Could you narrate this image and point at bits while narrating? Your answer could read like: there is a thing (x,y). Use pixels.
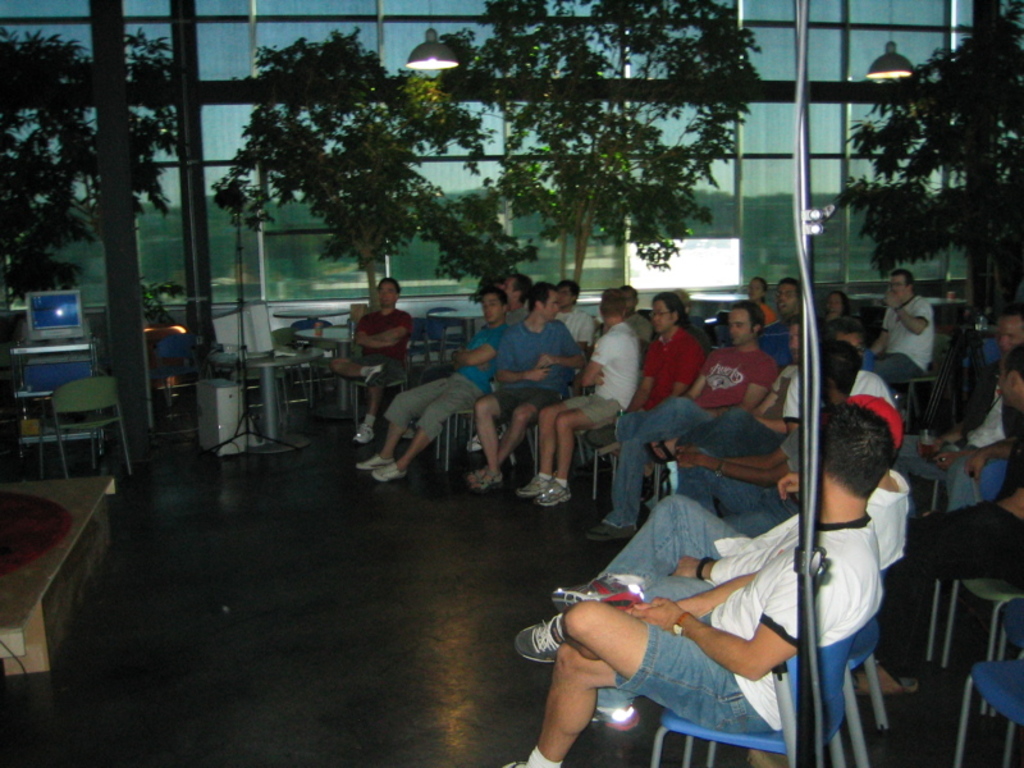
In this image we can see some persons (697,407) sitting on chairs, on left side of the image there are computers (66,326) and in the background of the image (385,155) there are some trees (1017,208), glass wall (449,167) and top of the image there are some lights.
